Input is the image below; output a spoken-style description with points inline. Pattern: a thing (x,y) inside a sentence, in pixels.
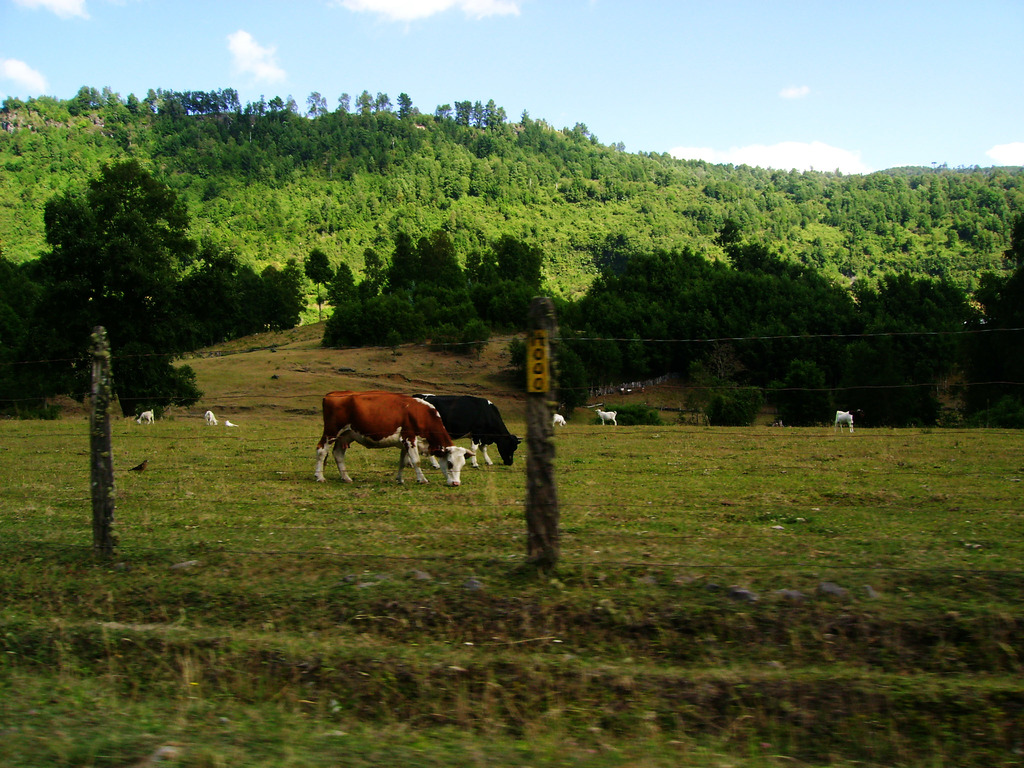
In this image I can see an open grass ground (495,593), few poles (530,487), wires (519,340), few cows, few other animals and number of trees (659,242). I can also see clouds (22,69) and the sky (520,37) in background (774,88). Here I can see something is written.
